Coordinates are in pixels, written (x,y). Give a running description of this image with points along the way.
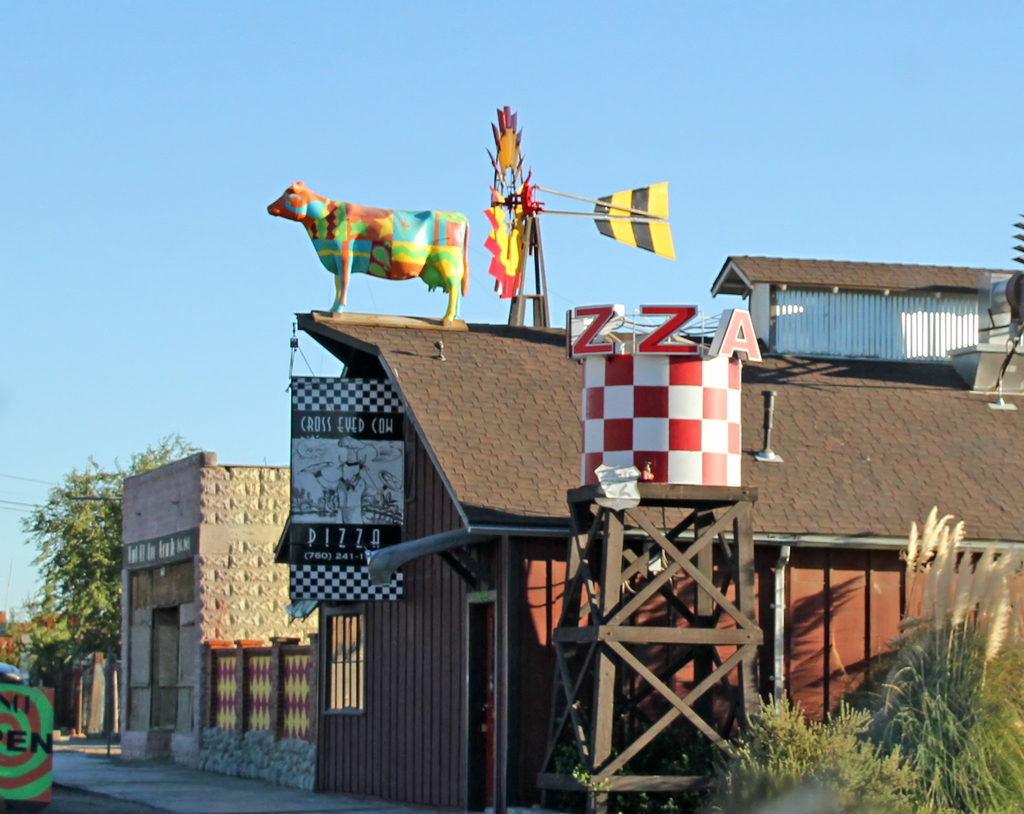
In this image we can see tank (651,459) on the wooden stand (740,570), plants (799,723), wooden house (423,750), banner (328,577), cow statue (354,238), the wall (125,705), board (33,787), trees (96,590), wires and the pale blue sky (361,307) in the background (258,331).
